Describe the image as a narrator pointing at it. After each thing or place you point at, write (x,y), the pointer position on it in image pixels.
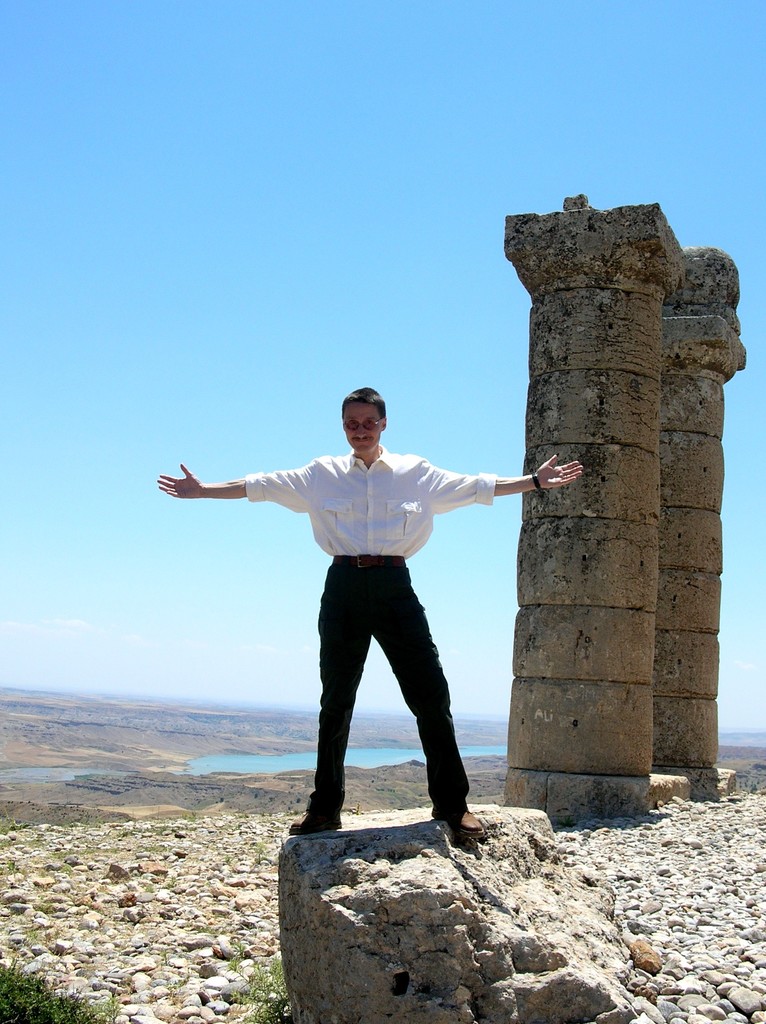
In the image I can see a person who is standing on the rock (327,947) and behind there are two pillars (589,711) and also I can see some rocks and mountains (61,714).
